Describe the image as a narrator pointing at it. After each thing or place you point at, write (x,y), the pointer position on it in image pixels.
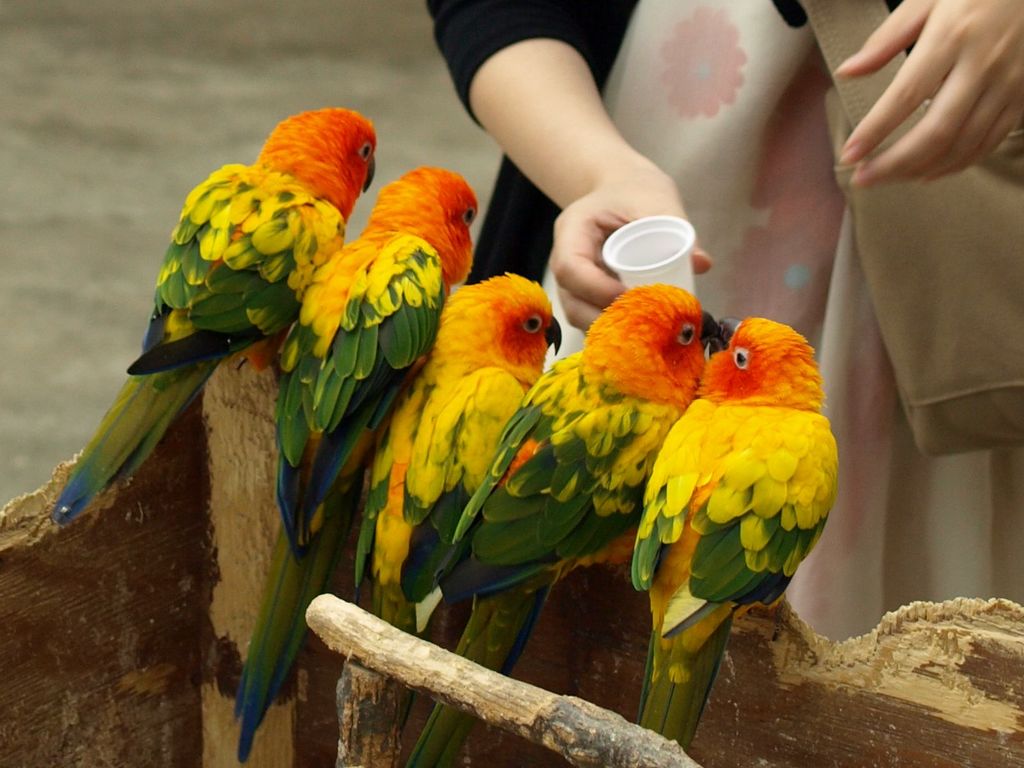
In the foreground of the picture (391,442) there are birds (253,360) on a wooden object (112,563). At the top (776,135) we can see a person (633,209) holding cup (648,238).
